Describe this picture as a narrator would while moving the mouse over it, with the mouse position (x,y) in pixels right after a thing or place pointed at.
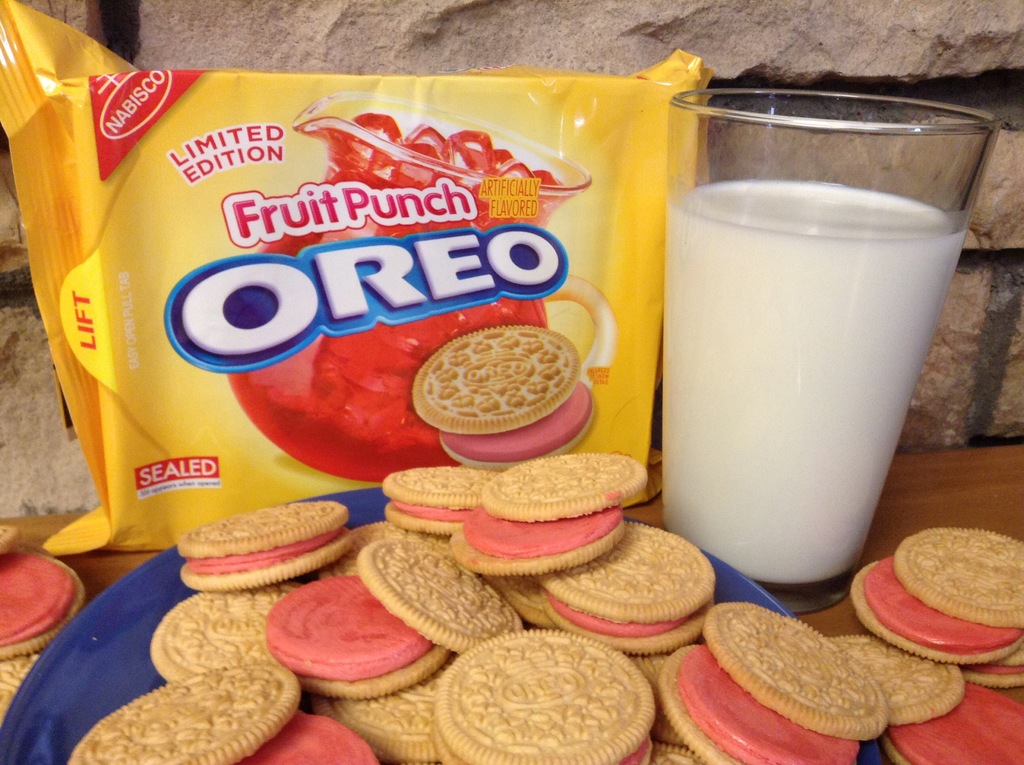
It is a close picture of a Oreo biscuit packet (434,324) and a glass of milk (712,331) and also biscuits (390,571) placed in a blue color plate (129,672) and these items (680,518) are placed on a wooden surface (944,496).
